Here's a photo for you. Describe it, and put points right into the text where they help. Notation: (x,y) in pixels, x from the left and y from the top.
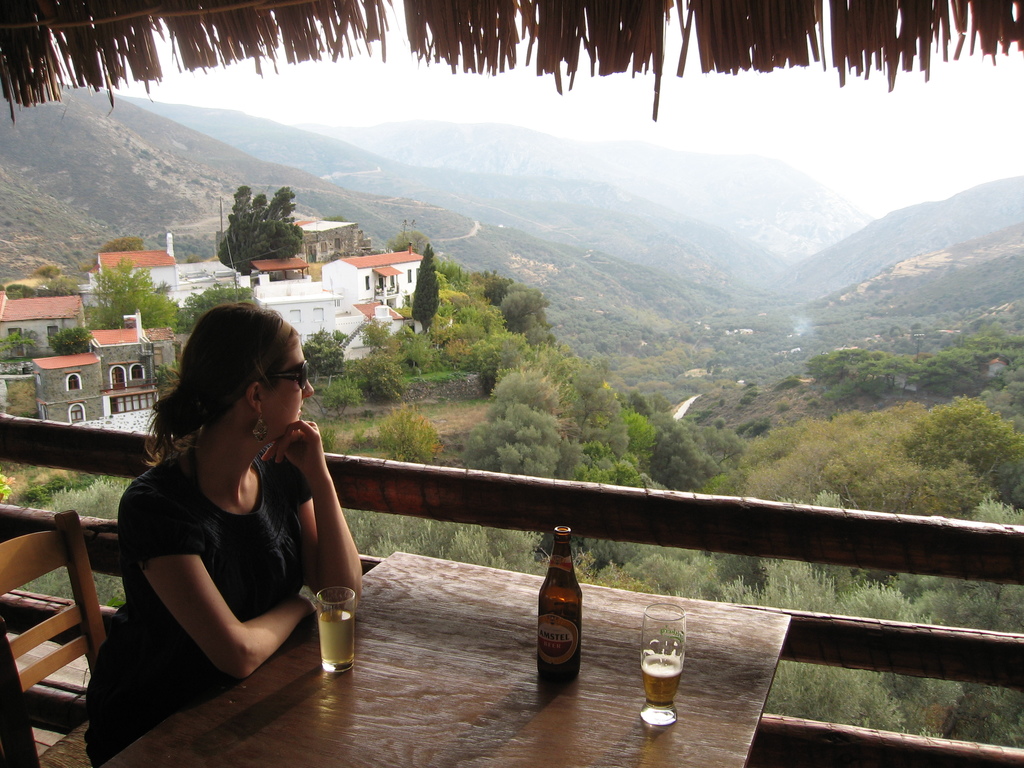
This image is clicked outside. There is a table (383,715) in the bottom (416,613), on that table (435,616) there is glass (331,654) and bottle (573,613). There is a woman (277,540) sitting near the table (591,661) on chair (73,642). There are buildings (313,321) on the left side (53,378) and there are trees (757,319), mountains (763,294) in this image.
